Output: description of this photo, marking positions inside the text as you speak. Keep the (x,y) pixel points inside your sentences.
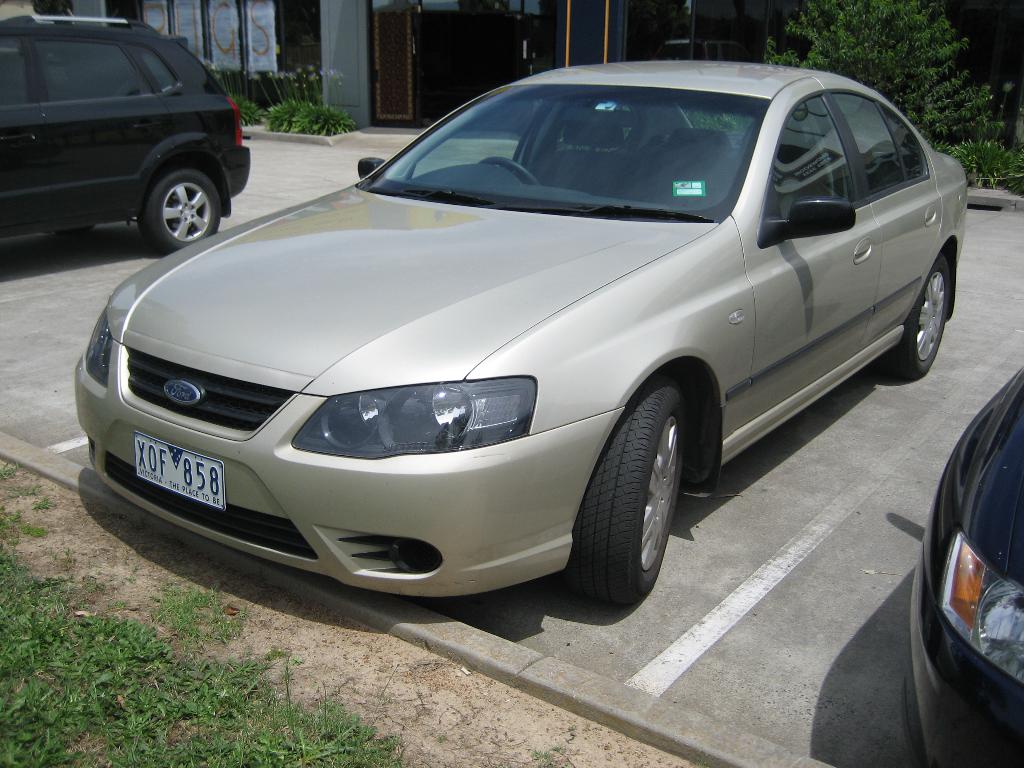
In this image we can see these cars (773,110) are parked on road (509,612). Here we can see the grass (73,703), shrubs (959,84), doors (522,76) and the building (960,27) in the background (729,20).
